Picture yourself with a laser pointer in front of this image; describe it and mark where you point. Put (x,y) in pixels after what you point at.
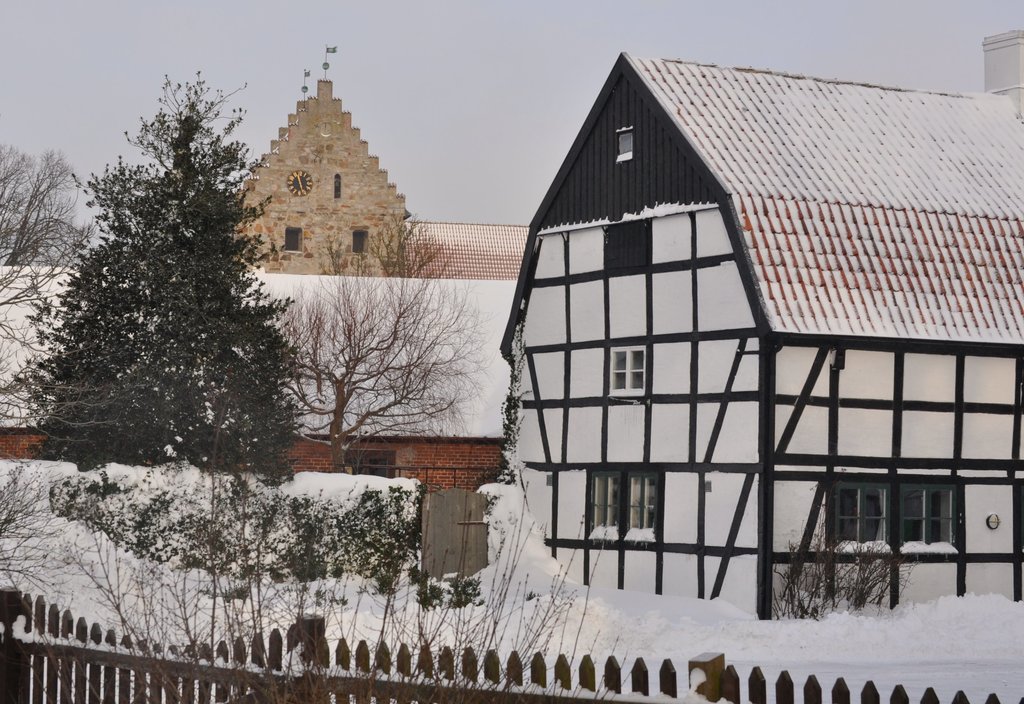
We can see wooden fence (189,694), snow (856,626), trees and houses (603,303). In the background (432,244) we can see roof top (459,251), wall (317,236) and sky (465,55).
